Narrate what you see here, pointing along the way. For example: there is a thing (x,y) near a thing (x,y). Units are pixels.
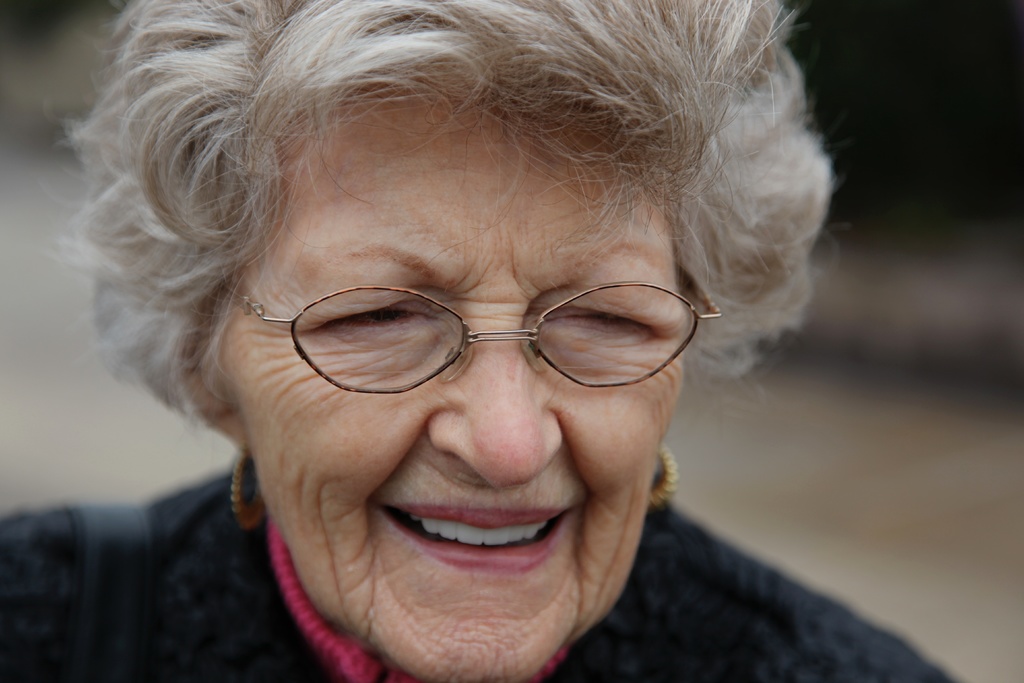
In this picture we can see a woman (200,366) wore spectacles (382,325) and smiling and in the background (918,474) it is blur.
